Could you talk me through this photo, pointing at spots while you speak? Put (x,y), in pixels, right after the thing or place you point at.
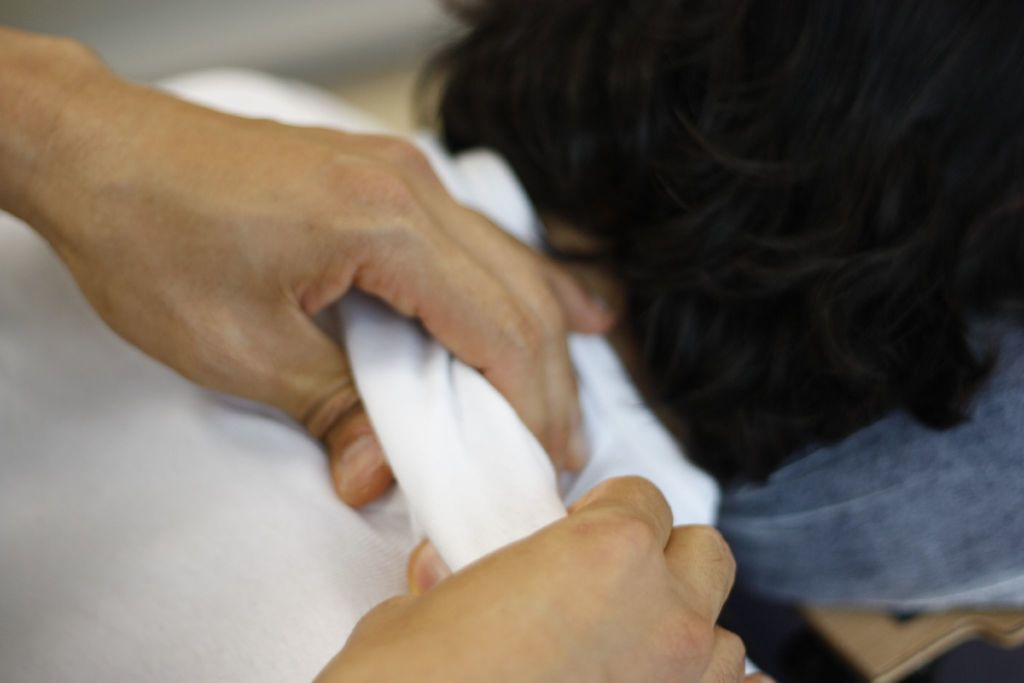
In this image we can see a person (806,120) lying on a surface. Also we can see hands (280,226) of a person (650,580) holding cloth (450,460).
